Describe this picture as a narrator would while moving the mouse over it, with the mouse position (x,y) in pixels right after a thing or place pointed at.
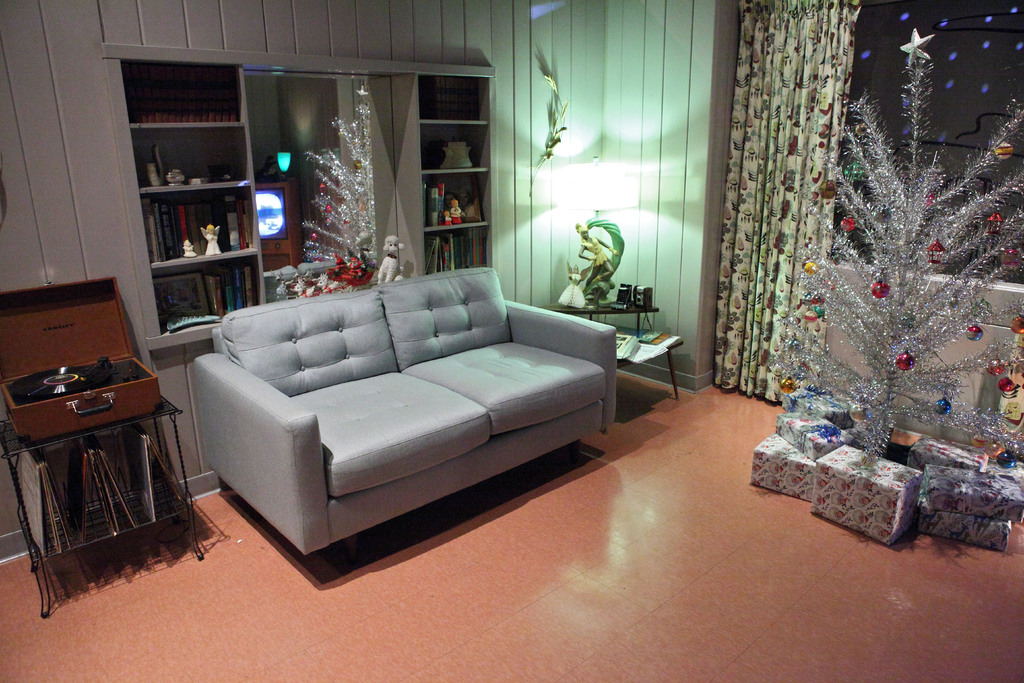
In the picture we can see a house hall (709,367), in a hall (711,385) there is a sofa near to it there is a table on it there is a suitcase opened and there is a CD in it, to the right hand side of sofa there is another table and something kept on it, just behind the sofa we can see a shelves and some decorative items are kept in it, and we can also see a wall (73,108), window (942,110), which is covered with curtain (732,379) and there is a decorated tree (826,292).
